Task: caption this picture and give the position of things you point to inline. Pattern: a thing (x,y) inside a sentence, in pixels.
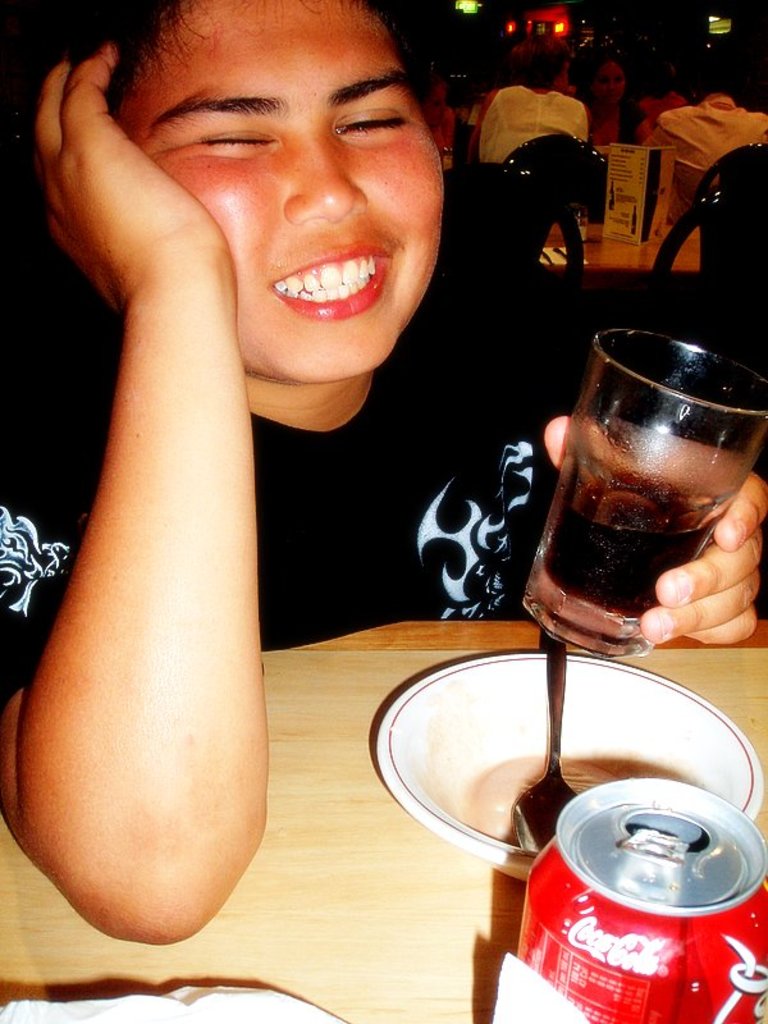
In this picture I can see a person (154,500) in front of the table (160,955) and holding glass (661,472), on the table (160,966) we can see a tin (640,908), bowl (509,766) with spoon (548,767), behind we can see few people (678,145) with some chairs (582,155).
